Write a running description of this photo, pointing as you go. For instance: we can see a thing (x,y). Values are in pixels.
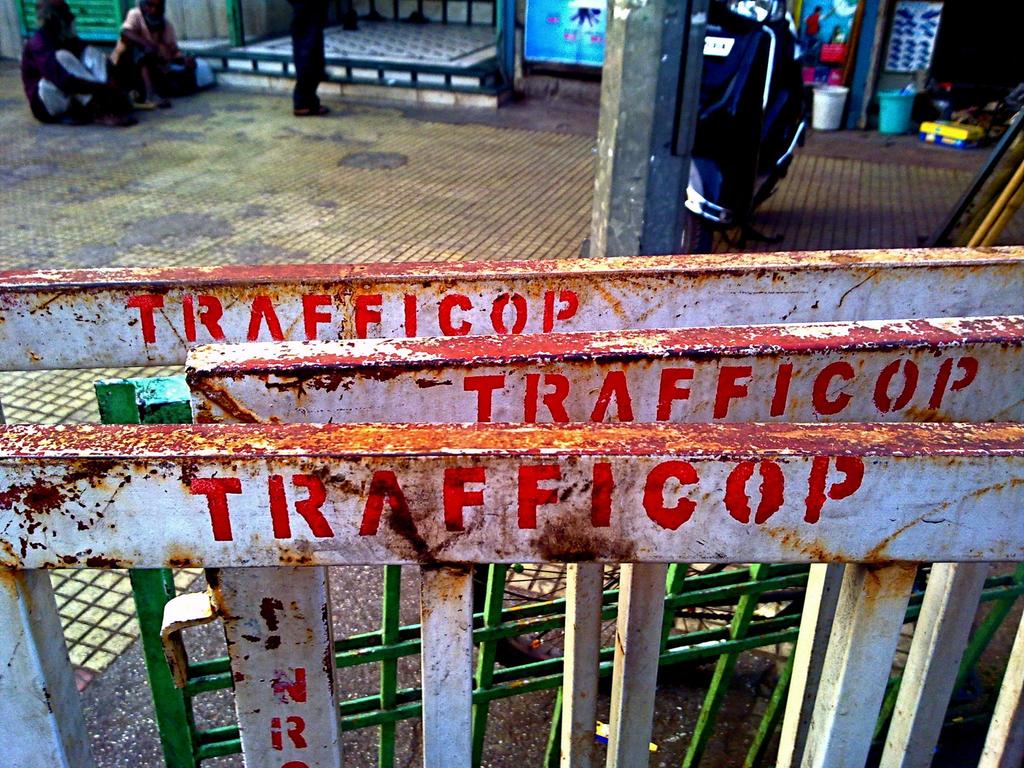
In this picture I can see people (136,82) sitting on the surface (109,128) on the left side (88,76). I can see the metal grill fence (550,495) in the foreground (593,518). I can see the pole (679,193). I can see buckets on the right side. I can see the vehicle (796,131) on the surface (811,131).
